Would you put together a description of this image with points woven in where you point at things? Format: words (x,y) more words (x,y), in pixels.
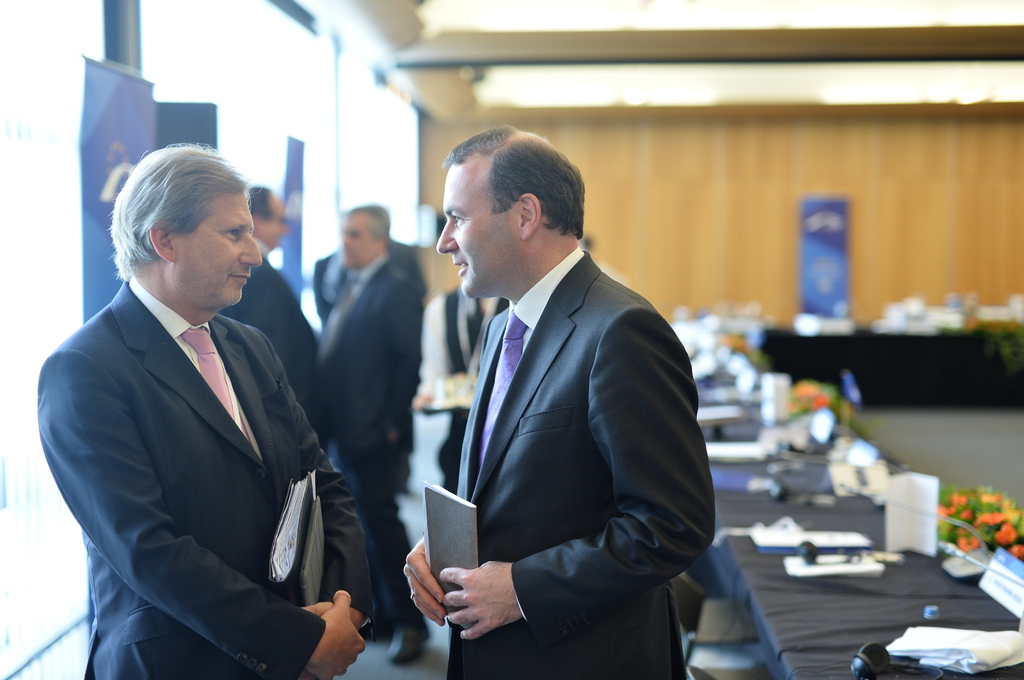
The picture is taken in a building (875,440). In the foreground of the picture (555,357) there are two men (503,458) standing, holding files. On the right (966,539) there are tables (833,591), flowers (960,495), towels (927,646), chairs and other objects (757,333). In the background (354,251) there are people (387,365), banners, lights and windows (318,84).
